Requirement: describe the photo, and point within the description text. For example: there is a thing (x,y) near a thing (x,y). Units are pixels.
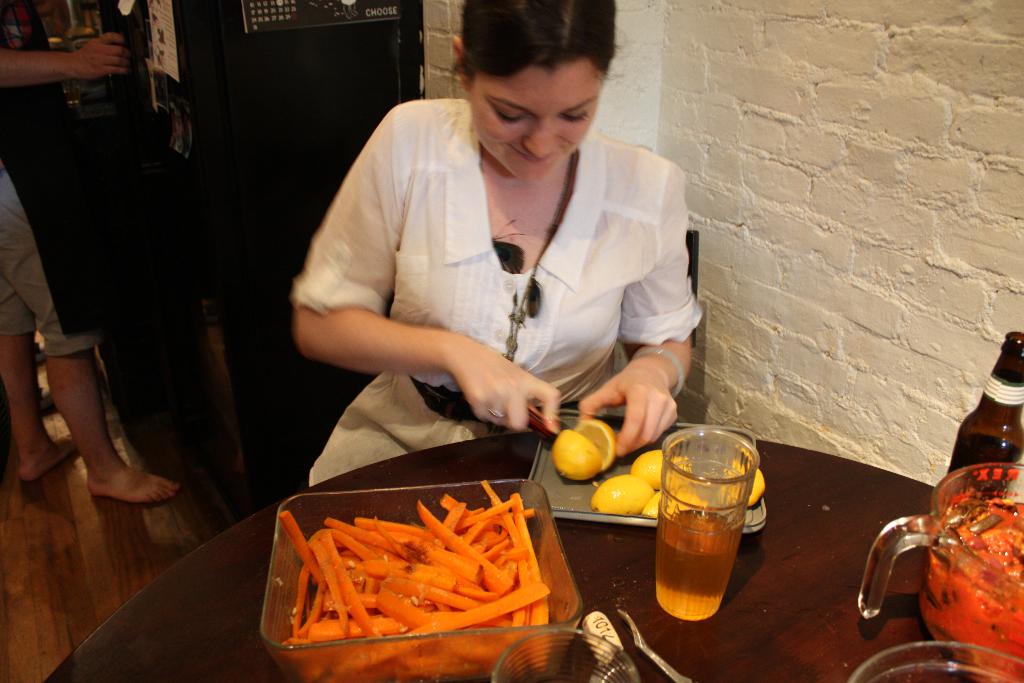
In this picture there is a lady (472,7) who is sitting at the center of the image (367,246) and there is a table (267,555) in front of her, on which glass bottle (955,463), glass (717,549), jar (990,492) and spoon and there are carrot slices (483,538) in the tray (268,590) on the table (242,559) and the lady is cutting the lemon (586,427), there is a person (7,87) who is standing at the left side of the image (94,496).
